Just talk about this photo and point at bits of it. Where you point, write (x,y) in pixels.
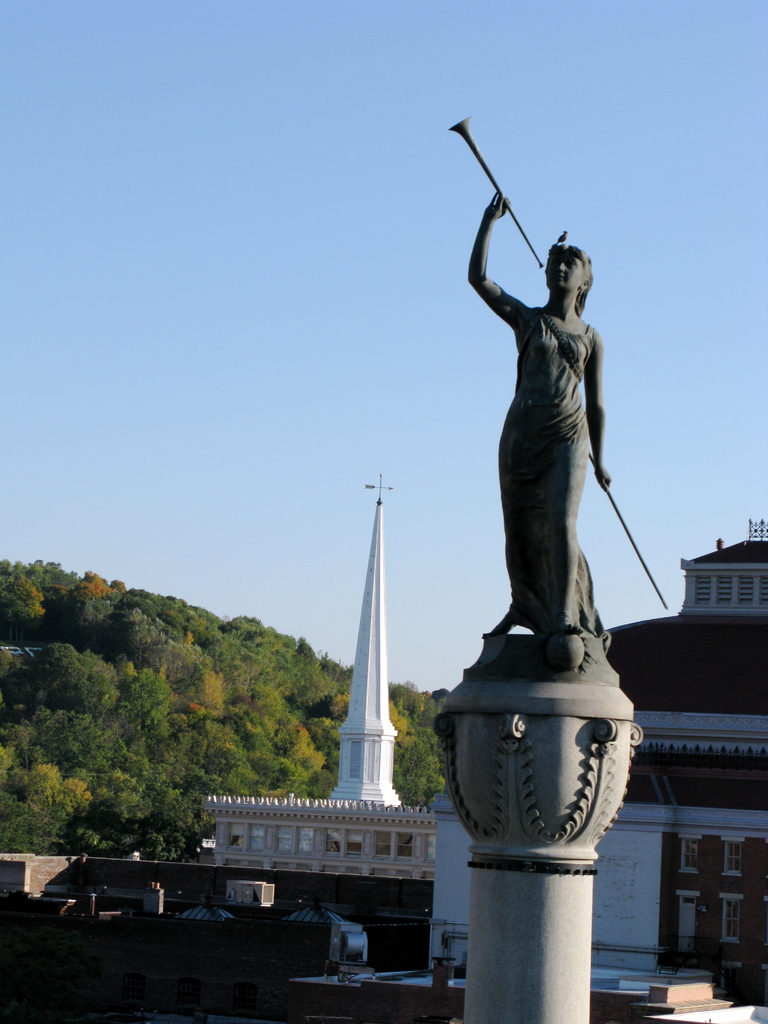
In this image I can see a concrete pole (519,823) and on it I can see a statue (578,381) of a person (520,368) holding few objects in hand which is black in color. In the background (617,822) I can see few buildings (630,827), a mountain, few trees (189,715) on the mountains (142,634) and the sky (229,254).
